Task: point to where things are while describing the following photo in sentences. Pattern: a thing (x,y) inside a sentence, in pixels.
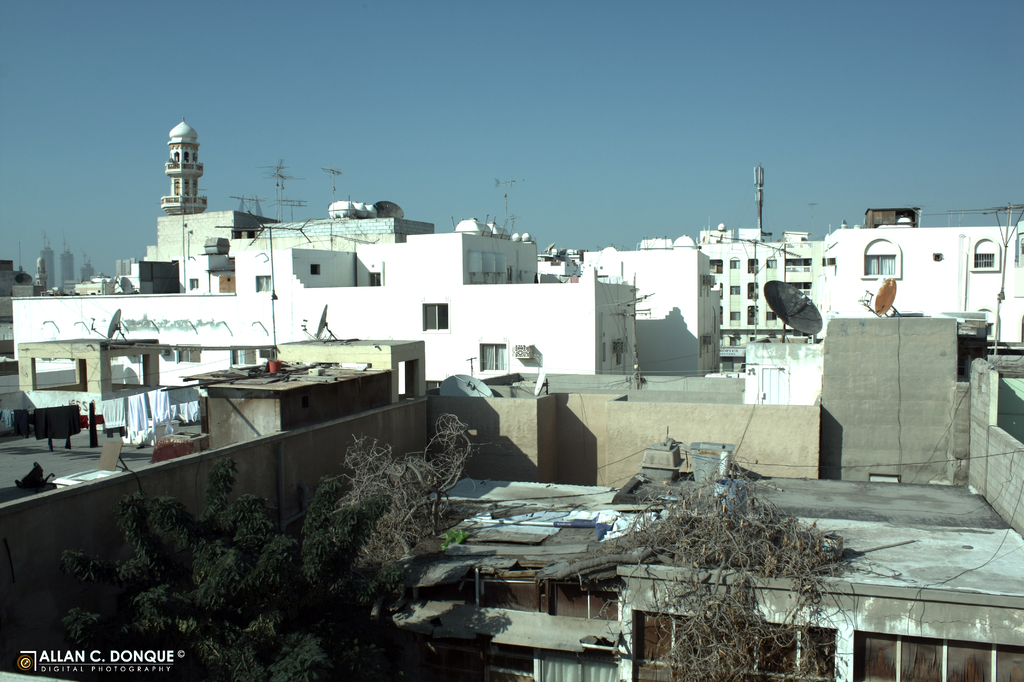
This image consists of many buildings (441,560). In the front (646,617), we can see dry plants (403,537) and trees (296,551) on the building (611,618). At the top (507,64), there is a sky (519,172). On the left (193,191), we can see the towers (48,256) and clothes (127,420) on the terrace (42,456).
